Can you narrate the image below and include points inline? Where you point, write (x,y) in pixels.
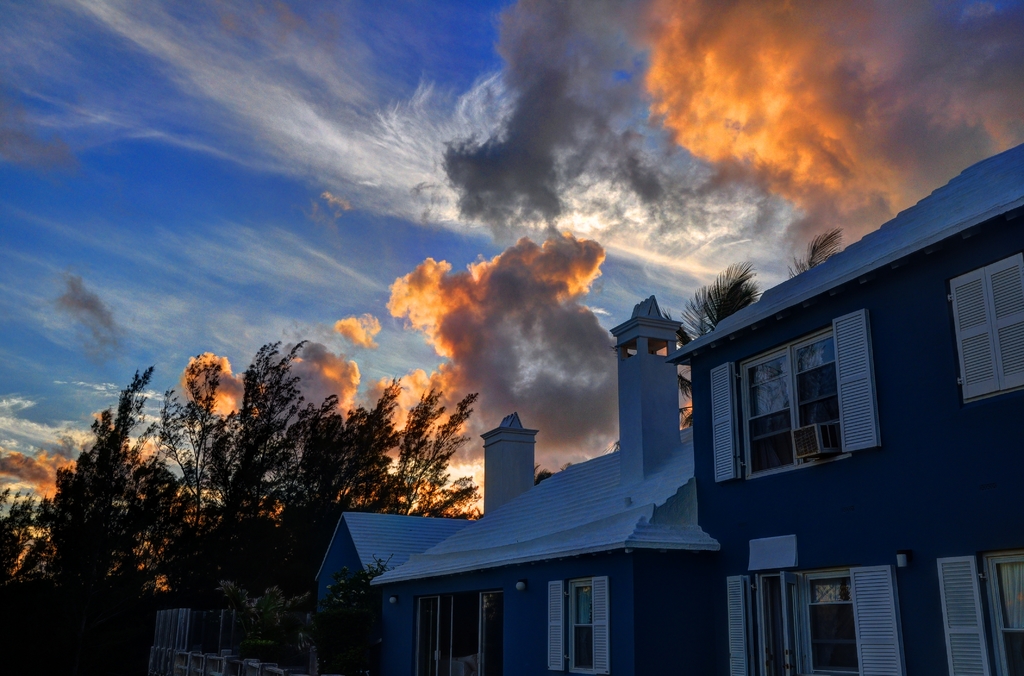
At the right corner of the image (845,499) there are houses (685,502) with roofs (637,514), walls (517,604) and windows (586,612). At the left bottom of the image (166,551) there are trees (231,506). At the top of the image (580,116) there is a sky (486,185) with clouds (570,340).
